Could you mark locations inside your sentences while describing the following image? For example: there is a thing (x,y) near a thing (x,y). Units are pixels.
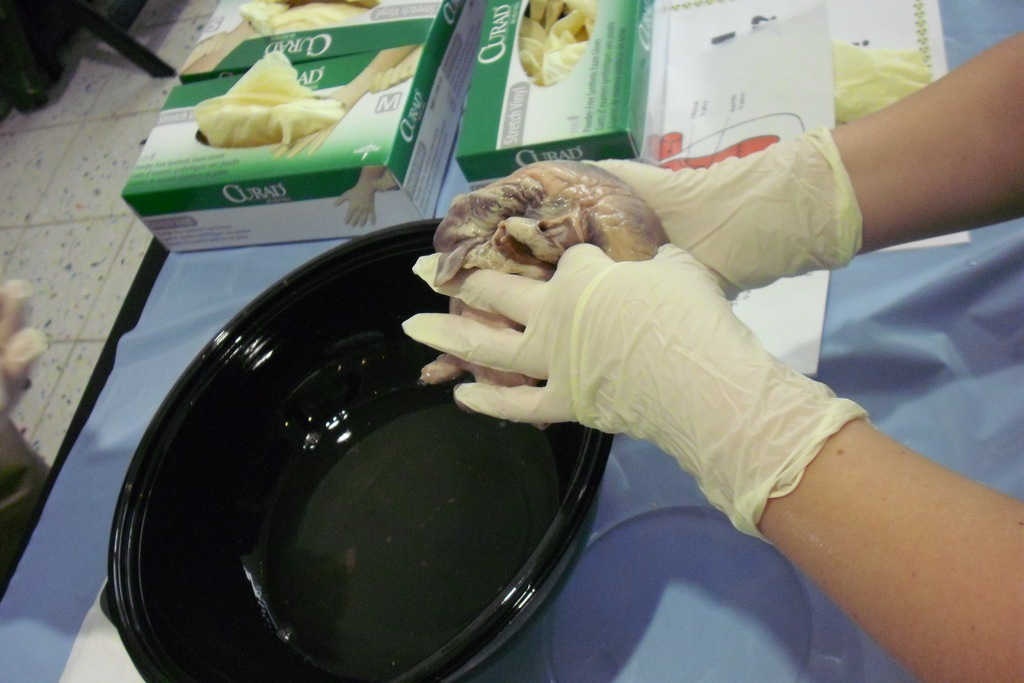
In this picture we can see boxes (437,57), papers (787,50), bowl (385,341), cloth (100,560) and a person hands (986,103) wore gloves (596,300) and holding a meat (523,219) and in the background (150,60) we can see an object (10,109) on the floor (92,218).
